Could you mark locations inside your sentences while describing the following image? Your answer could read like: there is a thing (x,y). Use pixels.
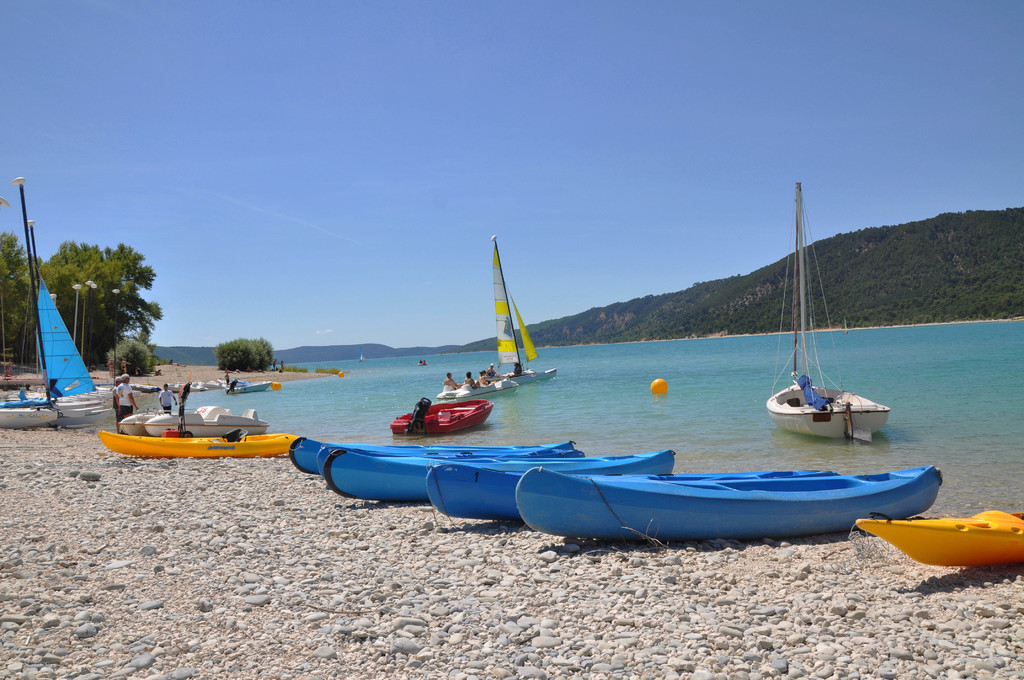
In this image I can see the ground (210,573), few small stones (205,580) and number of boats (445,506). I can see few persons (275,366) standing, the water (373,383), few boats (876,409) on the water (619,400) and few mountains (748,290). In the background (510,136) I can see the sky (510,136).
